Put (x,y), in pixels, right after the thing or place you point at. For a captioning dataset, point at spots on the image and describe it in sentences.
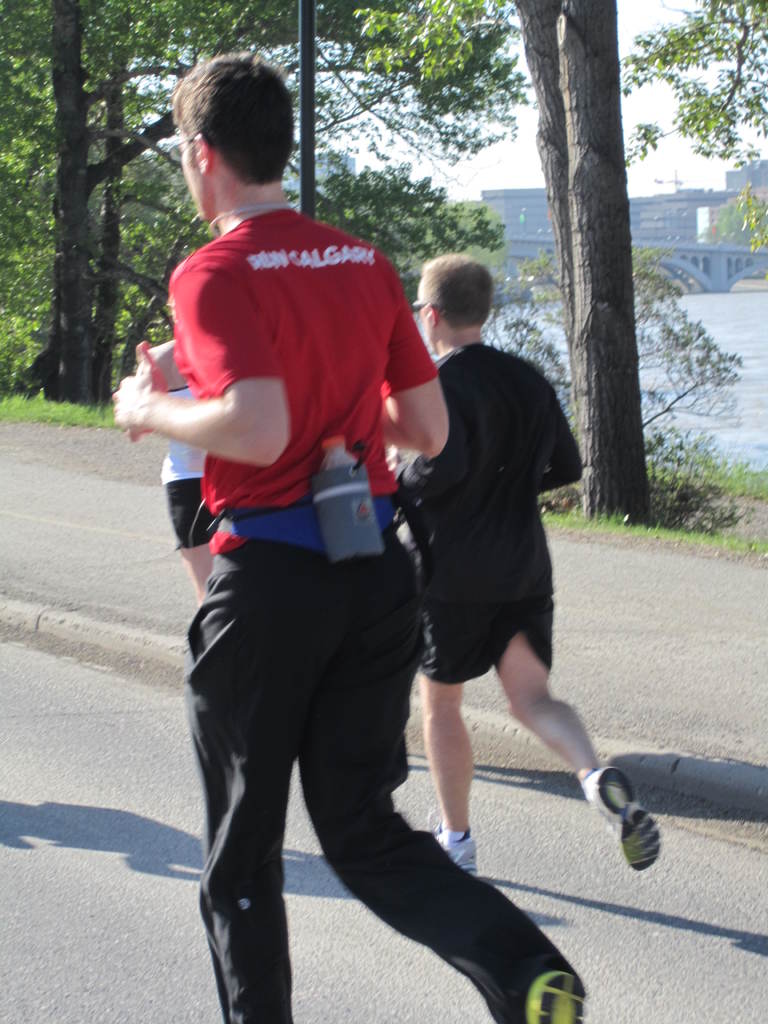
In this image in front (458,667) there are people (348,575) running on the road (58,756). On the right side of the image (656,296) there are trees (577,178). There is water (750,423). There is a bridge (553,261). In the background of the image (706,181) there are buildings (650,213) and sky (492,171).
